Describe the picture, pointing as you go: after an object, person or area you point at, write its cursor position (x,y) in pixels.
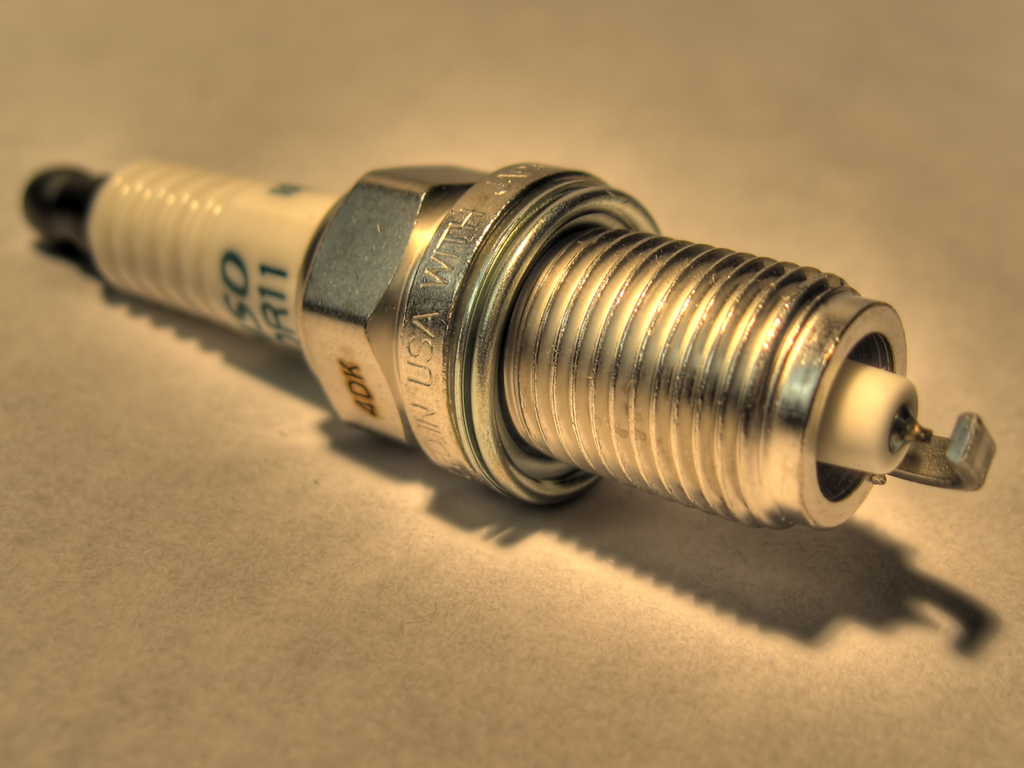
There is one spark plug (452,454) kept on the floor (419,506) as we can see in the middle of this image (482,273).
